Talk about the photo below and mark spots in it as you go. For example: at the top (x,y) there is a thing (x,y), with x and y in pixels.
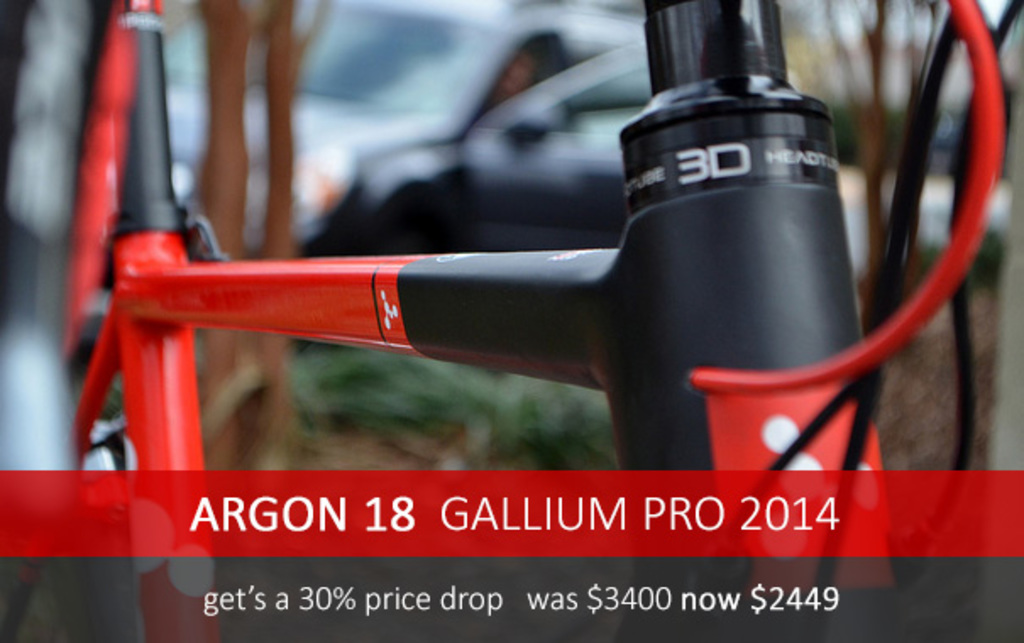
In this image I can see a part of a bicycle (780,311). I can see some text (340,511) written on it. In the background (417,168), I can see a car (428,158).
